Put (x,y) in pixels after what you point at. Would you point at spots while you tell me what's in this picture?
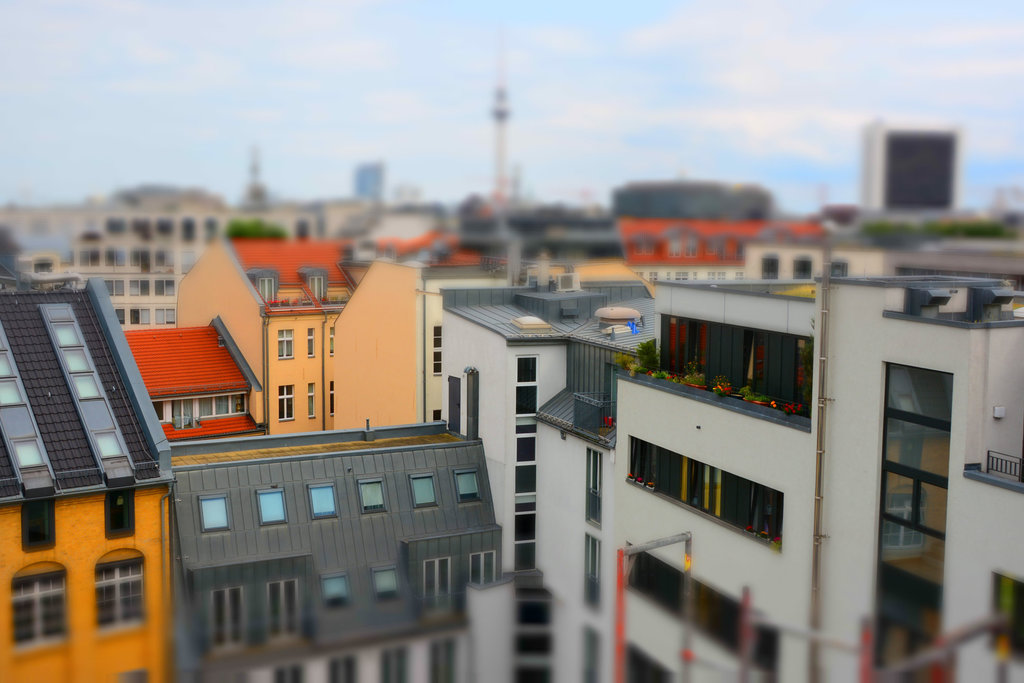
In the picture I can see the surrounding of the image is blurred and the center of the image (374,363) is clear where I can see buildings (495,382) and in the background (289,76), I can see the sky (671,76) with clouds (613,179).
